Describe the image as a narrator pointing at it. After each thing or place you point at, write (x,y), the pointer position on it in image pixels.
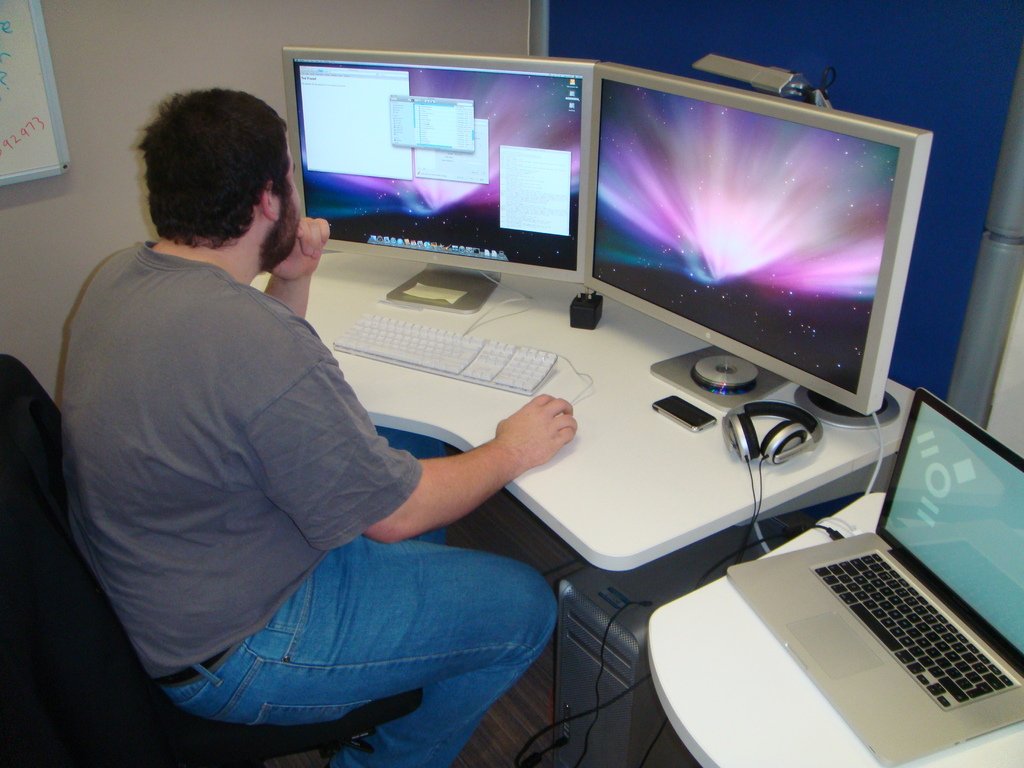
In the picture we can see a man (386,636) sitting near the desk (568,376) and on the desk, we can see two monitor screens (321,149), keyboard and mouse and man (177,605) is working something with a mouse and beside the desk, we can see another desk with a laptop (904,589) on it which is opened and beside the man (197,571) we can see the wall (47,249) with a part of the white color board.
